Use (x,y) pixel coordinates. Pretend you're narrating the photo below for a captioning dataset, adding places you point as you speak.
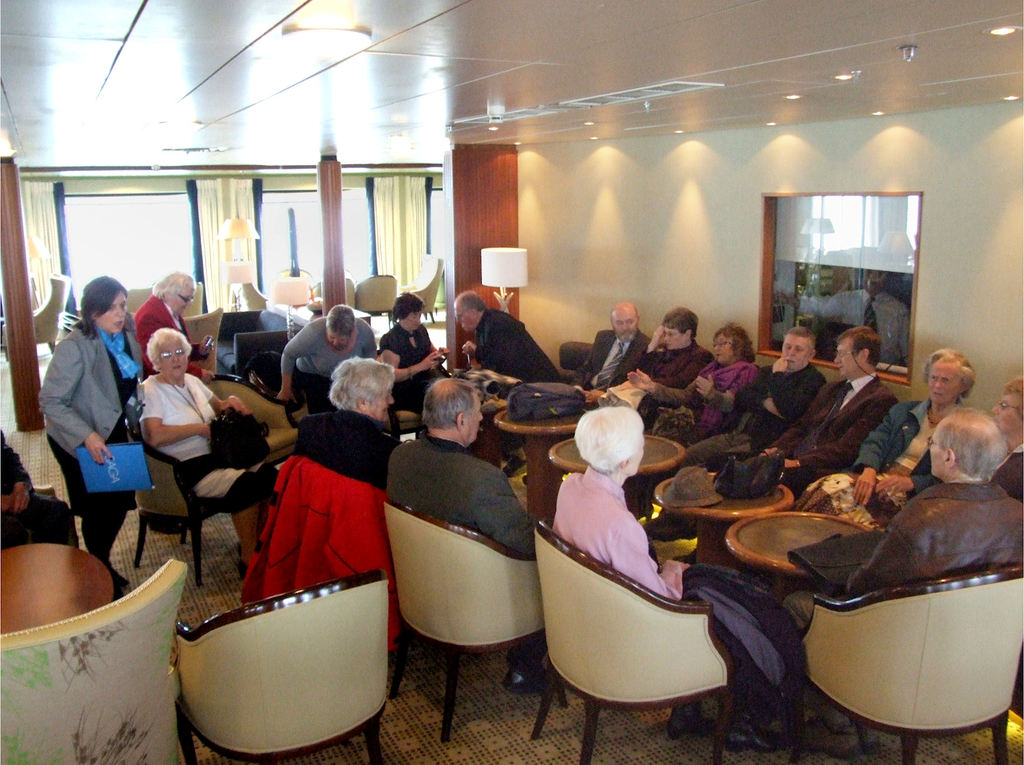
In this picture we can see a group of people (425,445) some are sitting on chair (234,394) and some are standing and in front of them there is table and we have jackets (341,496) on chairs (418,522) and in background (311,183) we can see windows (107,210), curtains (391,217), pillar (459,210), wall (632,222).
